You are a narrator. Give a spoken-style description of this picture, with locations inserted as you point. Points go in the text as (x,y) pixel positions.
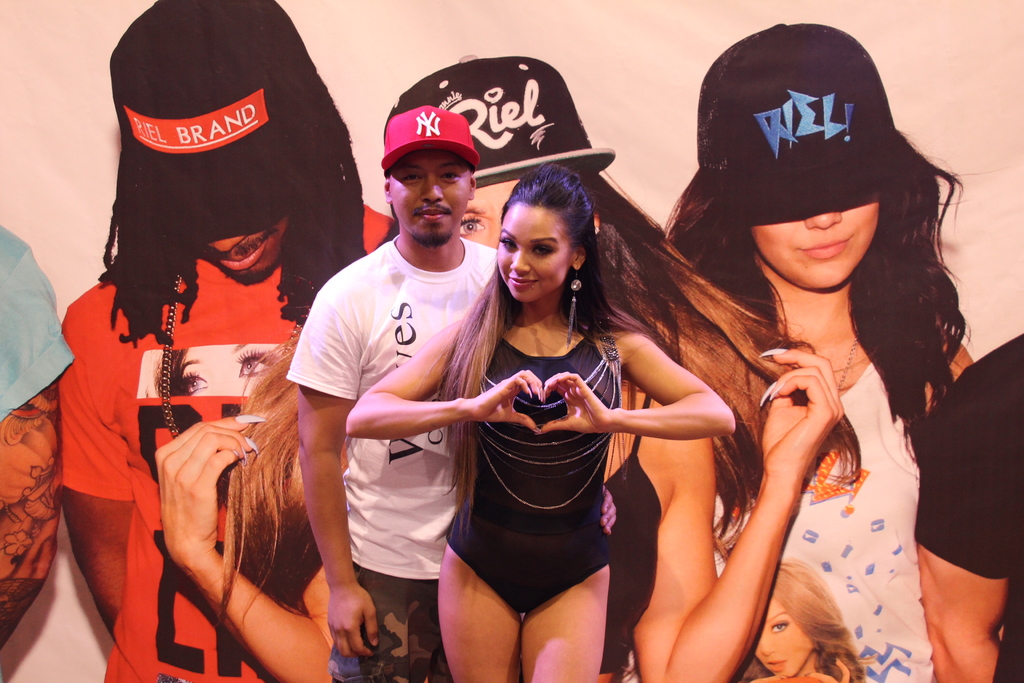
This is the man (363,452) and woman (488,553) standing and smiling. This looks like a wall poster (354,59) of the people (341,185) with hats (822,152).
